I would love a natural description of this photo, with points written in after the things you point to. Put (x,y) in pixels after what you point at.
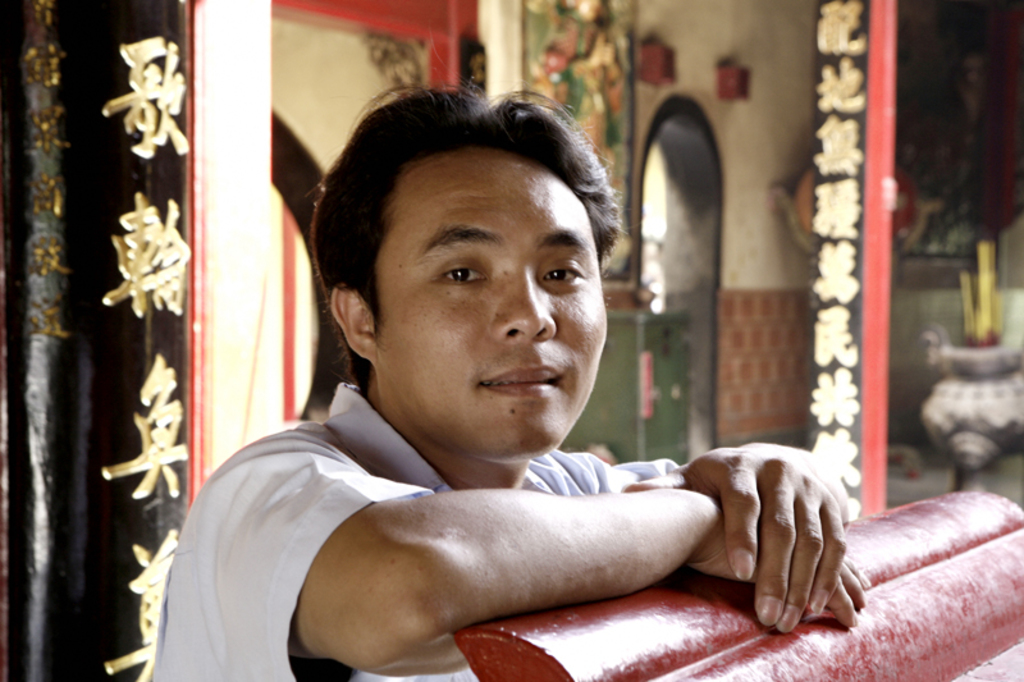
In the background (865,142) we can see wall (314,82) and there are two designed pillars (847,80). On the right side of the picture (1020,365) we can see an object (949,419). In this picture we can see a man (594,237) wearing a white shirt (407,468) and he laid his hands (829,548) on the red wall (936,599) and he is smiling.
